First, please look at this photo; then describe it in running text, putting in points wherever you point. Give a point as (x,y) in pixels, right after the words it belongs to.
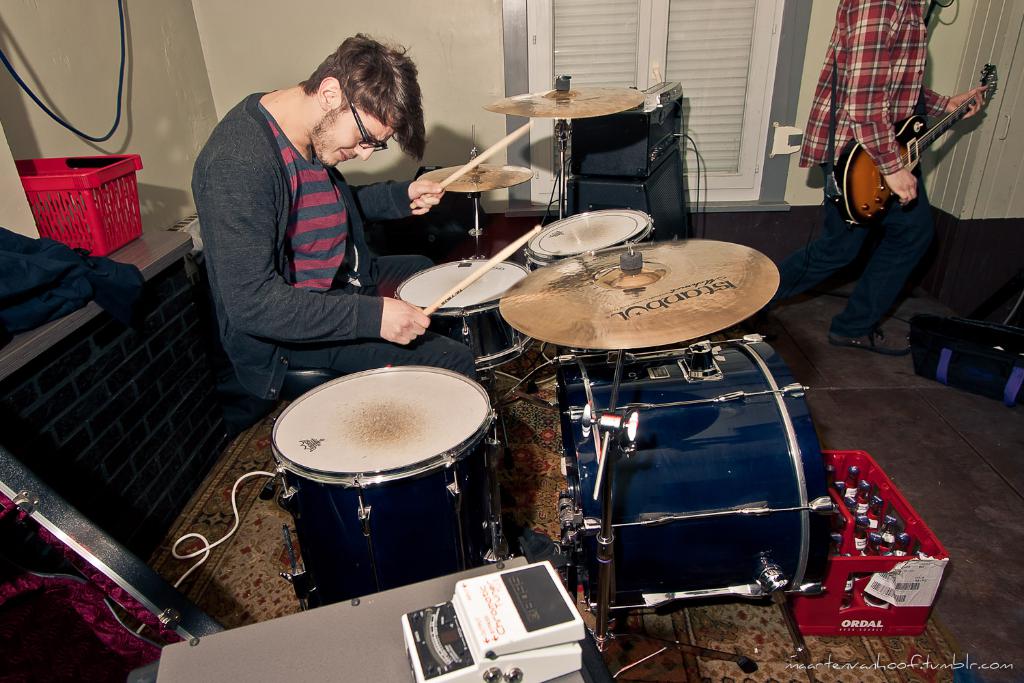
In this picture there are two people (298,282) playing musical instruments (607,315) and we can see bottles (872,501) in a box (893,611), devices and objects (940,356). On the left side of the image (132,309) we can see cloth (8,234) and box (84,185) on the platform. In the background of the image (530,29) we can see wall (345,22), cable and window (653,42).
